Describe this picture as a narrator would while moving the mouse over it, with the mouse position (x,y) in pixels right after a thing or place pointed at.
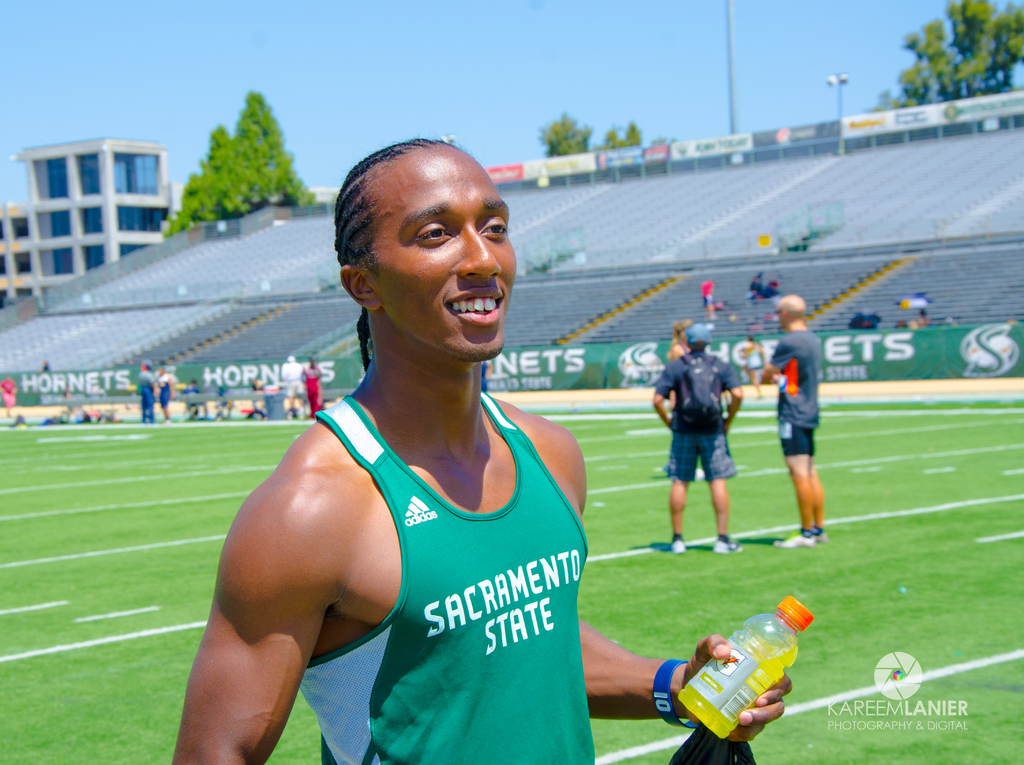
There is a man (461,605) standing on ground (775,565) holding a bottle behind him there are so many people (790,337) standing in stadium ground (69,671).
